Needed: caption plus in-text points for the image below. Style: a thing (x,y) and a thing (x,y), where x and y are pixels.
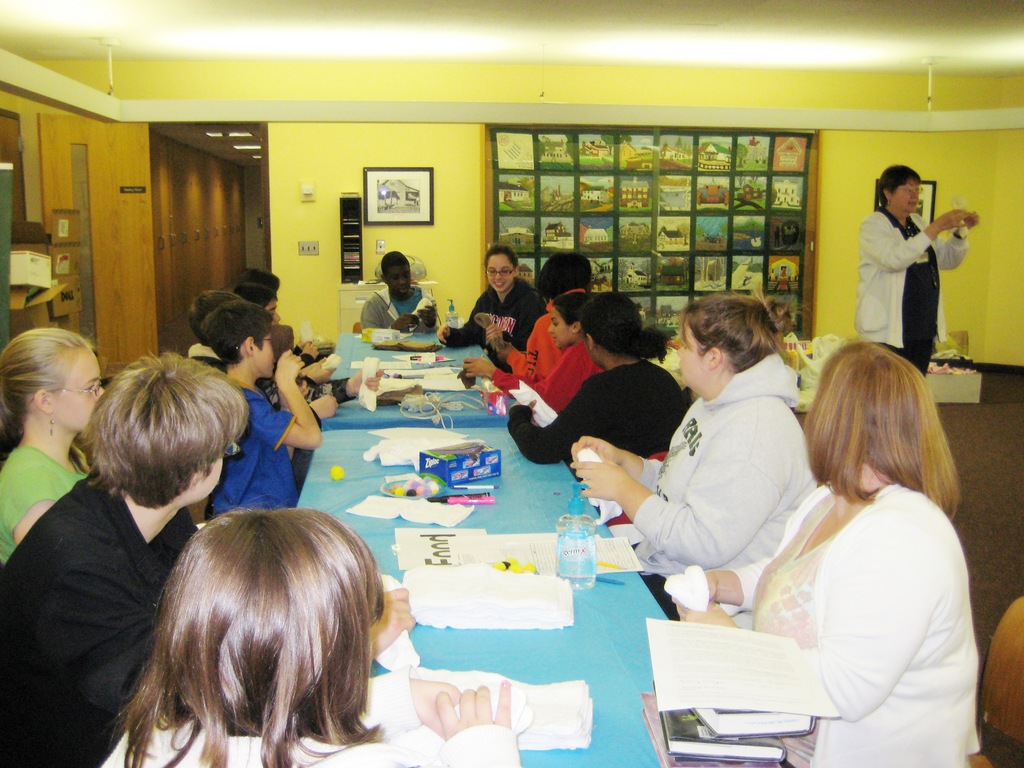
In the image we can see there are lot of people (204,473) who are sitting on chair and on table (519,483) there are papers (527,548), water bottle (569,543), pen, marker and on the wall (643,231) there are photo frames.
